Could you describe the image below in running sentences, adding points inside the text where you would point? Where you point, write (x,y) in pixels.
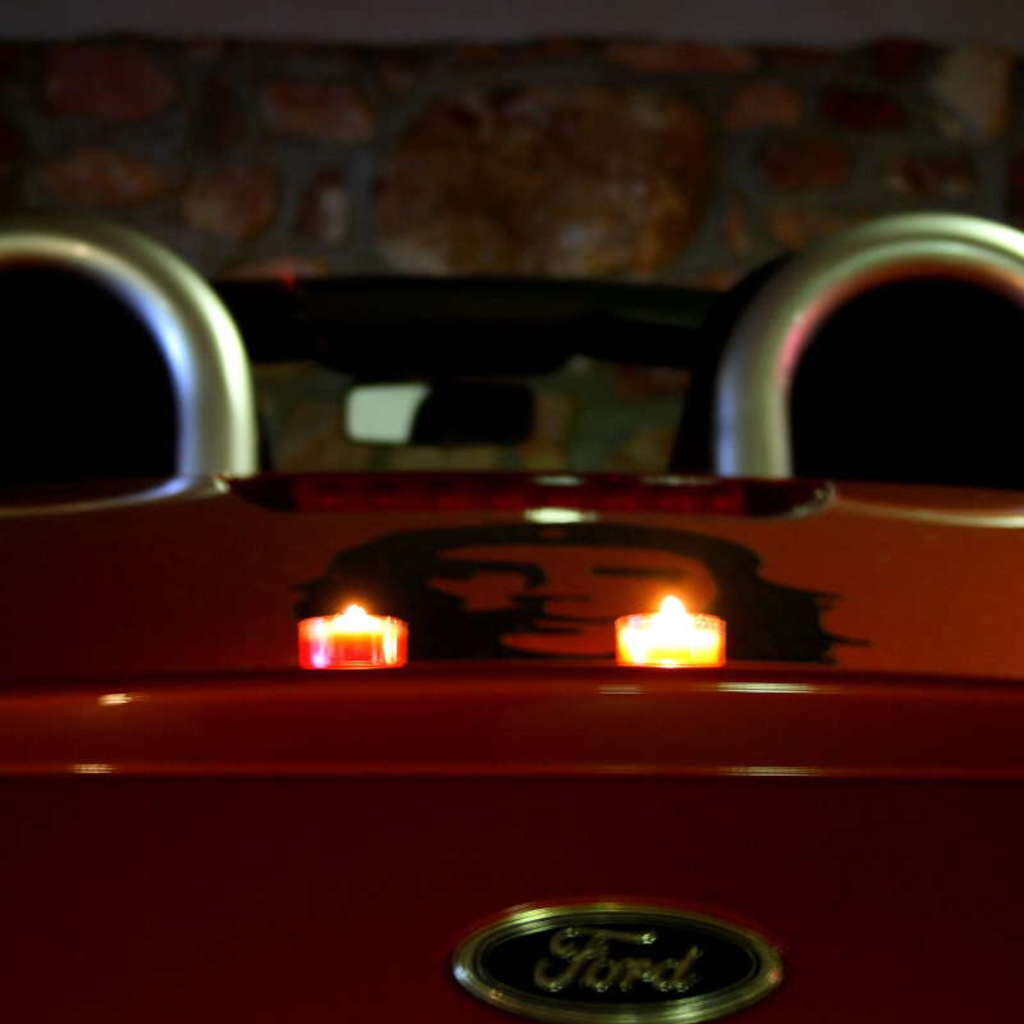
These are the 2 candles (678,631) in the middle of an image (649,625) and in the down side it is the name (738,973) of the company of a vehicle (728,954).
